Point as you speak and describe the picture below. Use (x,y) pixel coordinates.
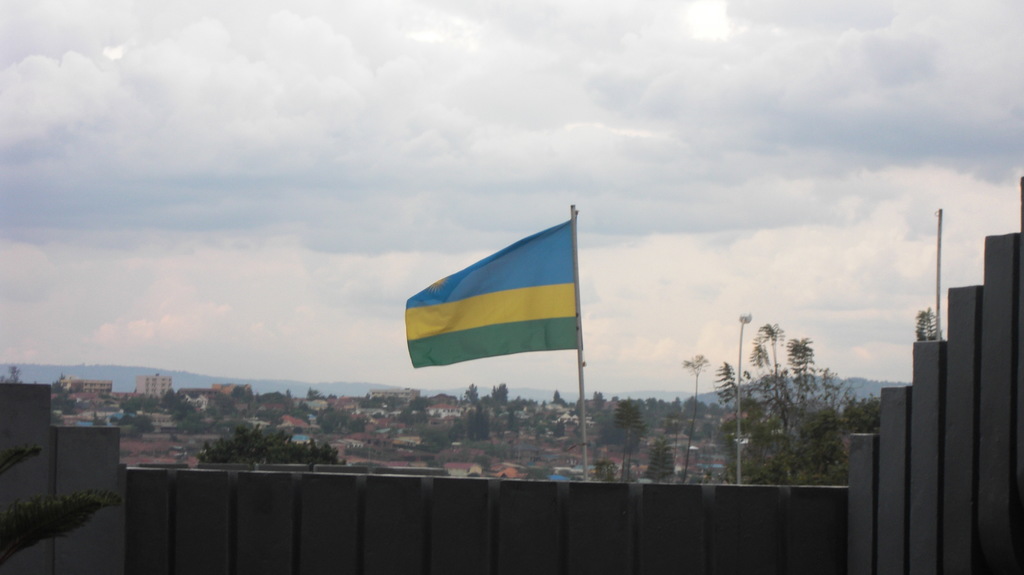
In this picture I can see the flag (422,329). I can see trees (423,403). I can see the buildings (209,399). I can see clouds (445,136) in the sky (450,76).
